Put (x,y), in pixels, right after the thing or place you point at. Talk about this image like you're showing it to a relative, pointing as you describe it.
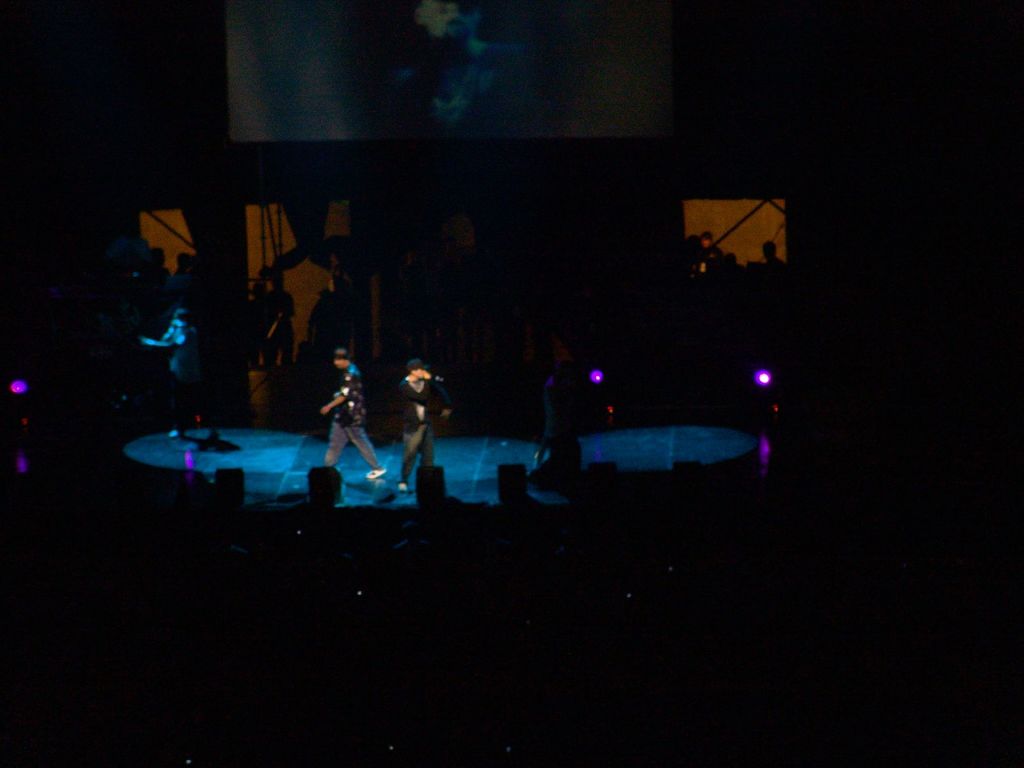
In this image, in the middle (429,431), we can see a man (432,390) wearing a black color shirt (427,405) is standing and holding a microphone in his hand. In the middle (373,466), we can also see another person (343,357) walking. On the left side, we can also see a person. In the background (273,281), we can see black color, at the bottom (250,629), we can see some speakers (509,479) and black color. In the background (17,381), we can also see some lights (17,381).
